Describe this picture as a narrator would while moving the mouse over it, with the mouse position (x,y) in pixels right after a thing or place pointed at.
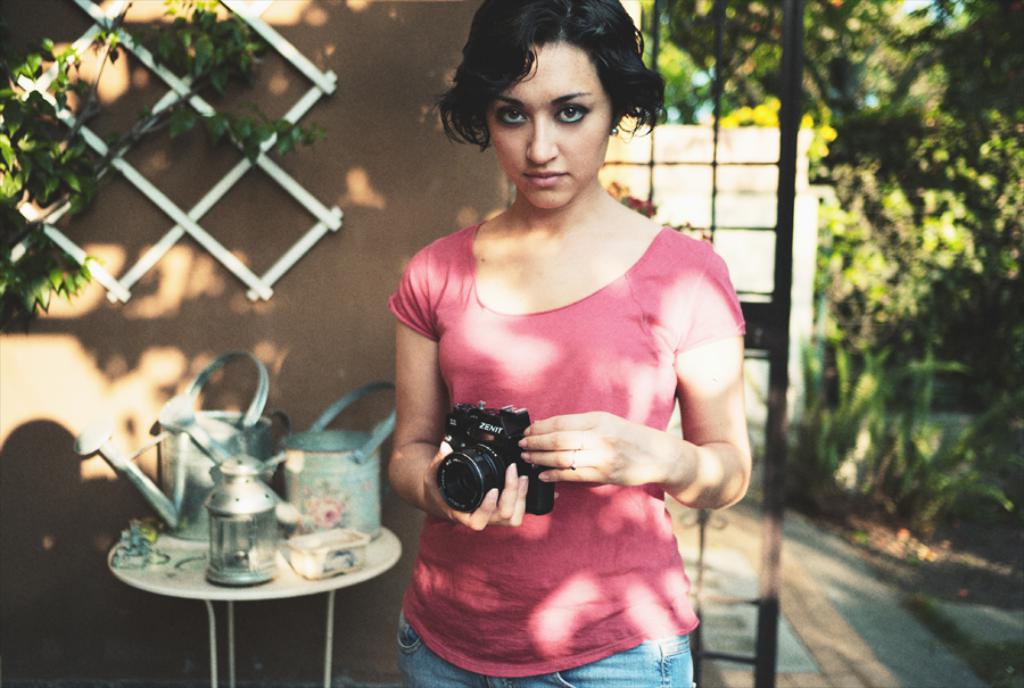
In this image i can see a lady person (574,327) wearing pink color dress (564,375) and holding camera (534,485) in her hands (435,481) at the left side of the image (194,489) there are some objects (232,565) on top of the table (274,557) and at the background of the image (315,191) there is a wall (635,181) and trees (893,143).
